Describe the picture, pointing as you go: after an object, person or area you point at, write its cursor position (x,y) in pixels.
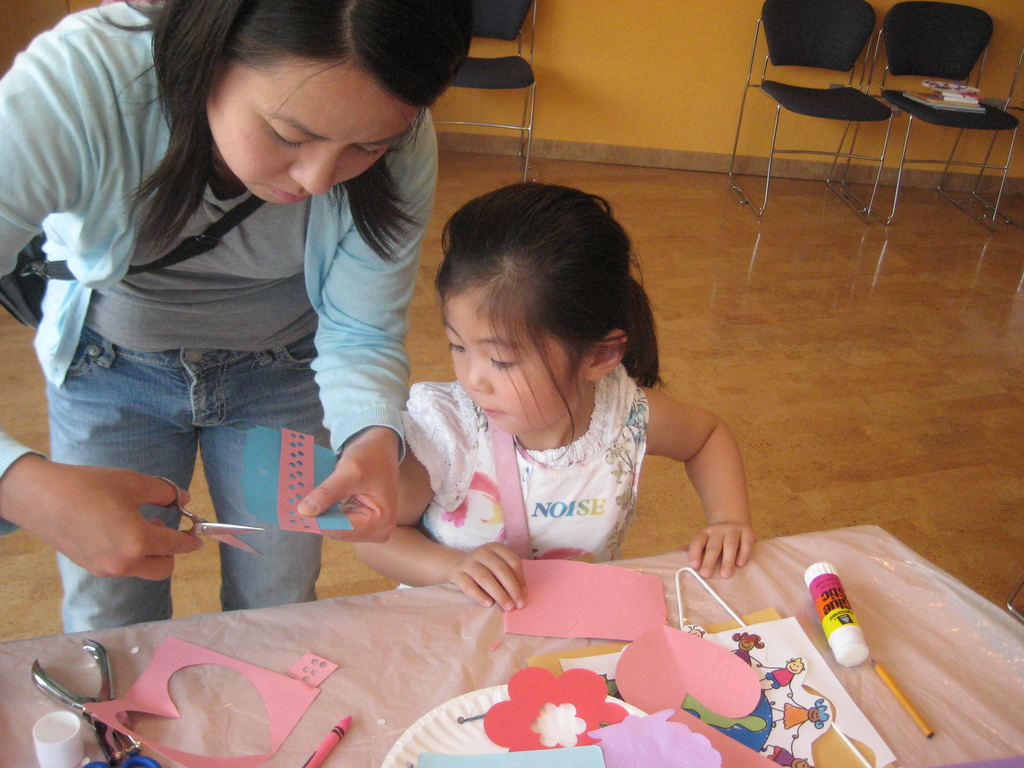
In this image we can see a lady (150,243) wearing bag (50,263) and she is holding scissors (195,516) and paper (255,500). Also there is a child (414,455). And there is a table (423,593). On the table (749,585) there is gum (839,646), pencil (886,676), papers (736,738), crayon (320,756) and few other things (108,702). In the back (789,86) there are chairs (810,97). On the chair (919,71) there are books (933,94). Also there is a wall (617,17).
